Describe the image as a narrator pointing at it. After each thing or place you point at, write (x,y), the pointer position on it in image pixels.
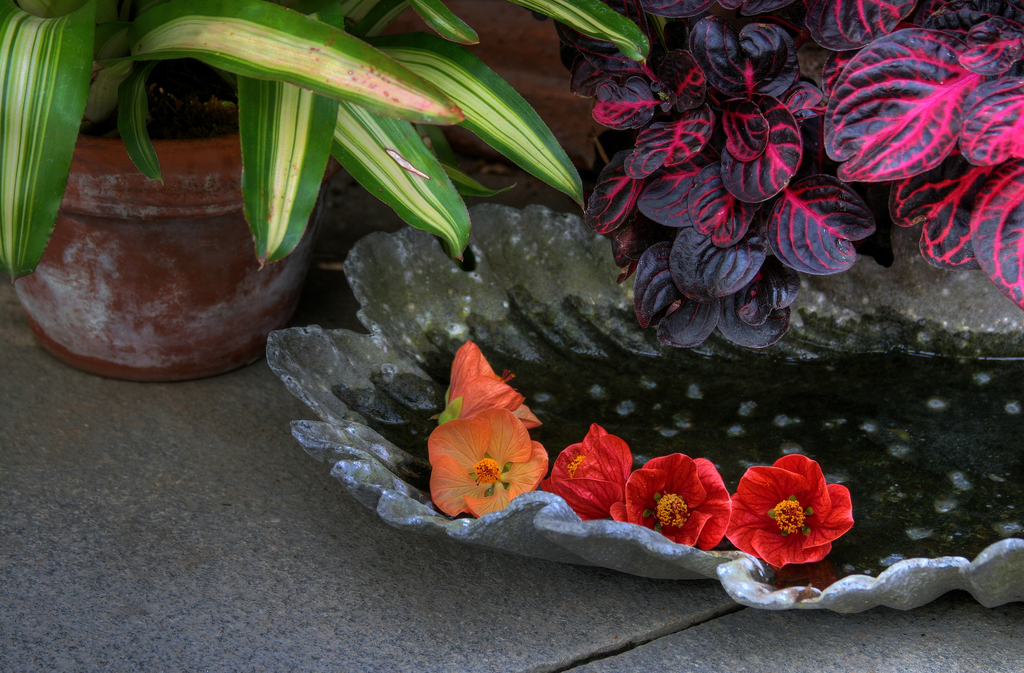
In the foreground of this picture (513,342) we can see the flowers (740,489) and some amount of water (897,464) in an object (679,576) and we can see the leaves (821,101) and the potted plant (225,202) and we can see some other objects (489,3) and the ground (317,510).
